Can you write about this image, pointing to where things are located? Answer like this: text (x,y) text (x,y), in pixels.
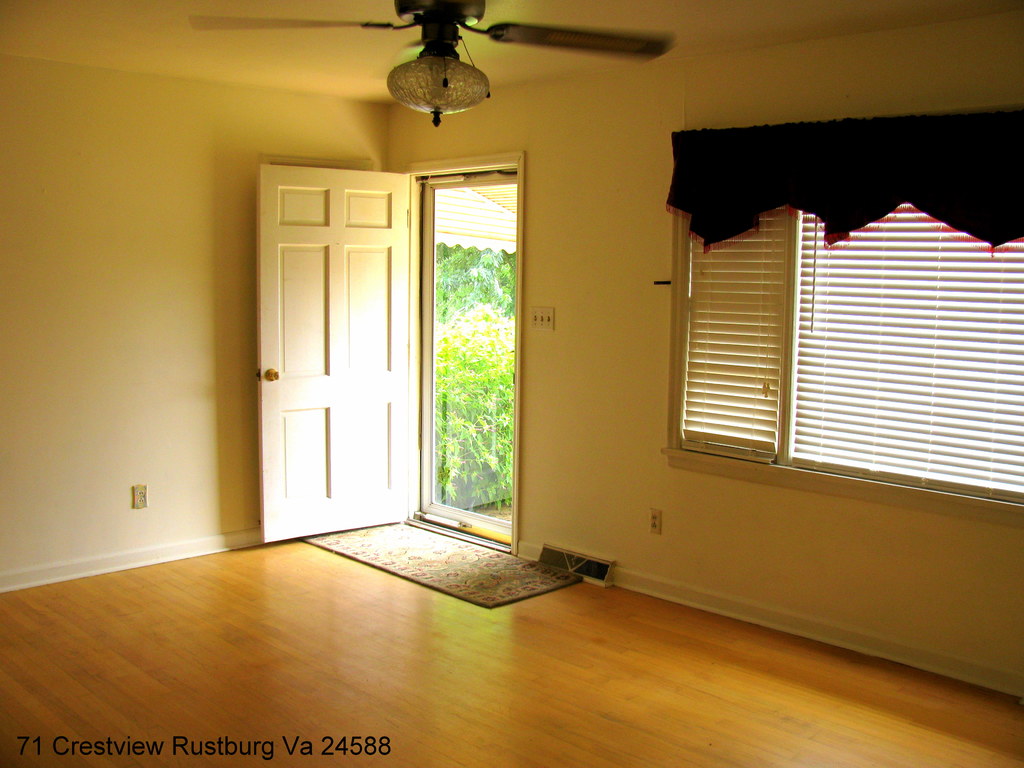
In this image I can see a wall (625,350), window (800,486), curtain (712,210), door (424,459), fan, doormat (542,566), text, plants (460,451) and trees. This image is taken may be in a hall (545,659).
